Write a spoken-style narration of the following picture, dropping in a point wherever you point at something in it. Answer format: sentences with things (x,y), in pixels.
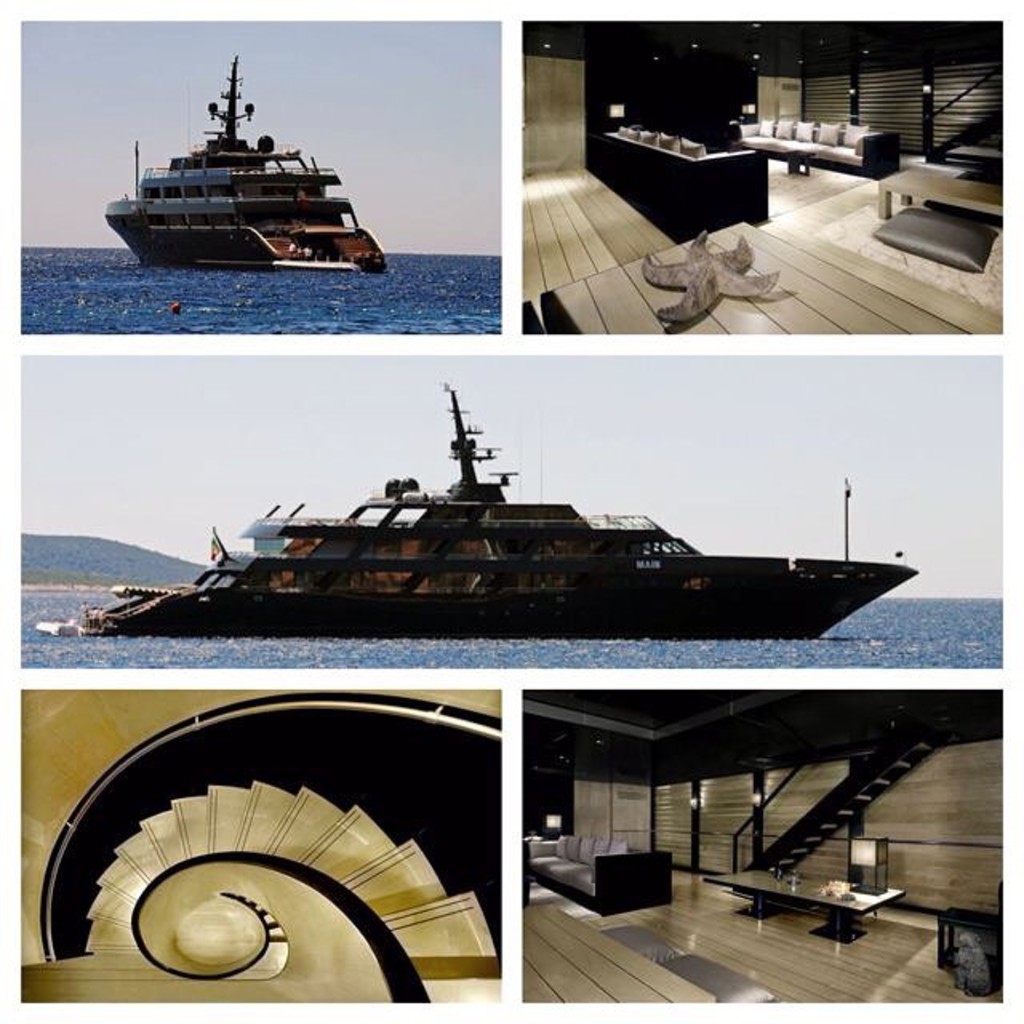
This is collage picture, we can see ship (691,590) on the water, sky (532,442) and floor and we can see pillows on sofa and some objects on table (719,879).
